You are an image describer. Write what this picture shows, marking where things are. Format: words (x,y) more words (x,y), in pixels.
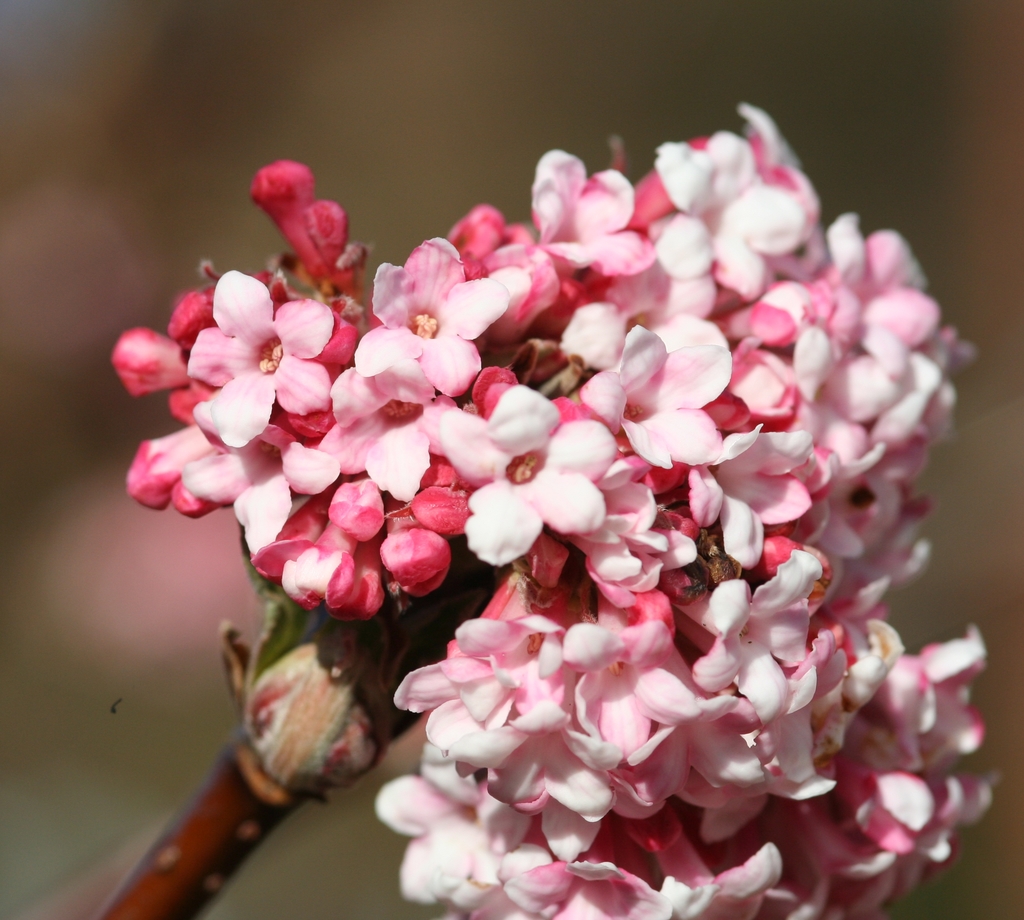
In this image there are flowers (528,707), in the background (242,80) it is blurred.
